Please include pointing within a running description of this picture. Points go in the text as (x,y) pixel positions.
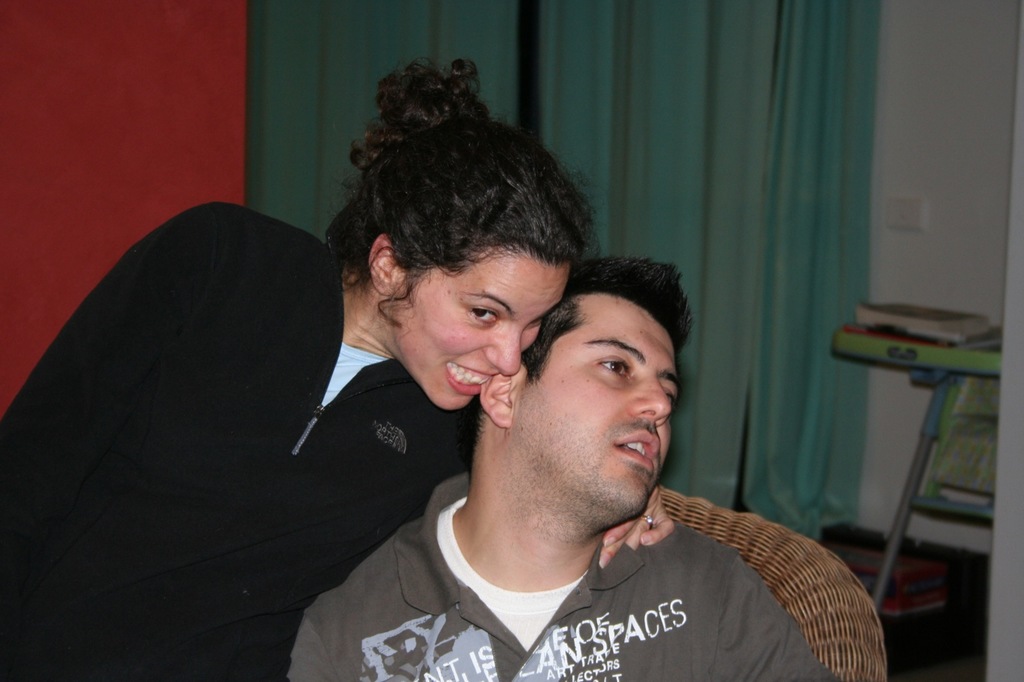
In this image we can see there is a girl (308,518) and a boy (600,585) sitting on a chair (815,603). On the right side of the image (916,358) there is a table (934,389). On the table (918,345) there is a book (949,312). In the background of the images there is a wall (220,67) and curtains (761,158).
